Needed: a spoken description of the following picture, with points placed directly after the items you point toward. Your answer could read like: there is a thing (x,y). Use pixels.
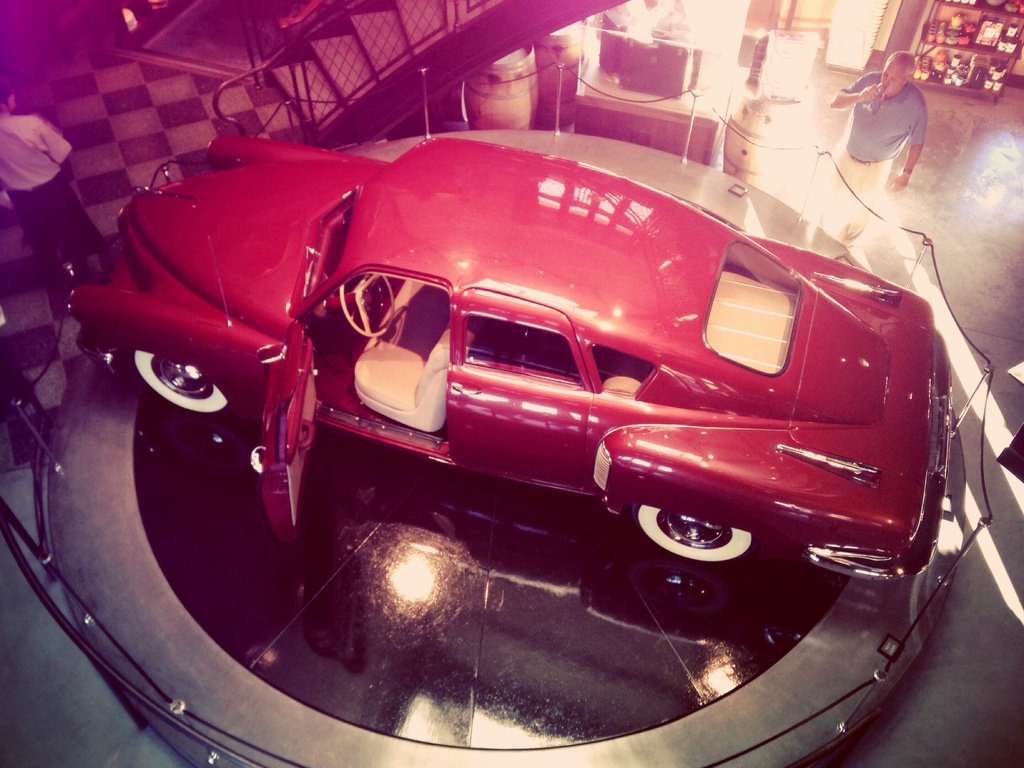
In the image there is a car (318,321) on the stage (282,693). Around the stage (842,629) there is a fencing (77,643) of poles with chains (769,146). At the top of the image (318,74) there are steps (397,37) with railing (407,32). There are two men (854,99) in the image. In the top right corner of the image (924,53) there is a cupboard (976,39) with bottles (996,73). And also there are few other items (644,86) on the ground (814,69).
